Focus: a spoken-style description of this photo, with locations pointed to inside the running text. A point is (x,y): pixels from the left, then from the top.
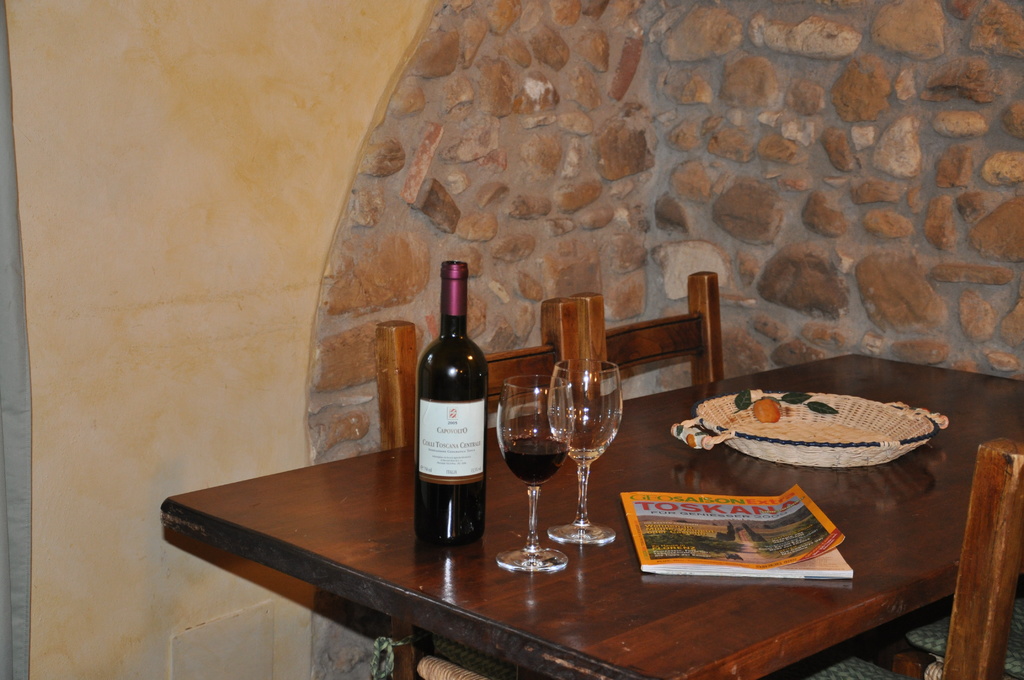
In this image we can see a wooden table (919,497) where a wine bottle (471,465) and two glasses (517,468), a basket (863,460) and a magazine (770,505) are kept on it. Here we can see chairs (961,615).
